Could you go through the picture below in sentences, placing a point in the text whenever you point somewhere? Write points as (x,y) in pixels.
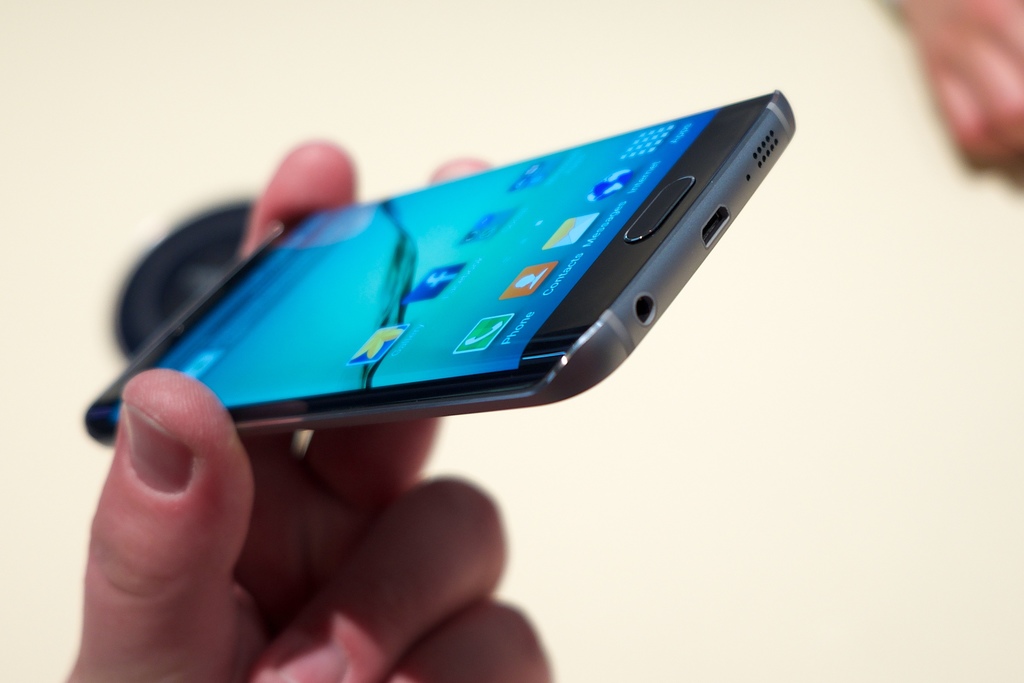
In this image we can see a human hand (274,583) is holding mobile (504,376). On the screen (513,312) of mobile (531,242), we can see icons (384,331). The background (810,135) is white in color.
